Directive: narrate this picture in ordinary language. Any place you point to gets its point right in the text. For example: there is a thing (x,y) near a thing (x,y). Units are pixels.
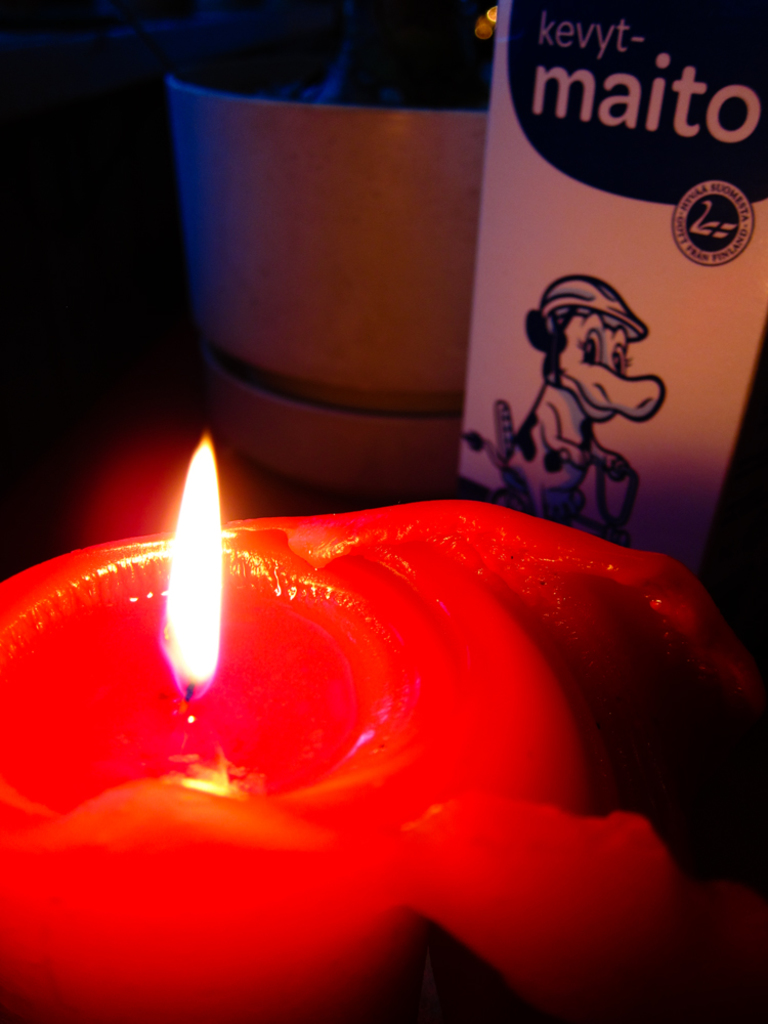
In this image I see a candle (400,637) which is of red in color and I see the flame (197,630) over here and I see the depiction of an animal (595,372) over here and I see something is written over here and it is dark in the background (268,254).
